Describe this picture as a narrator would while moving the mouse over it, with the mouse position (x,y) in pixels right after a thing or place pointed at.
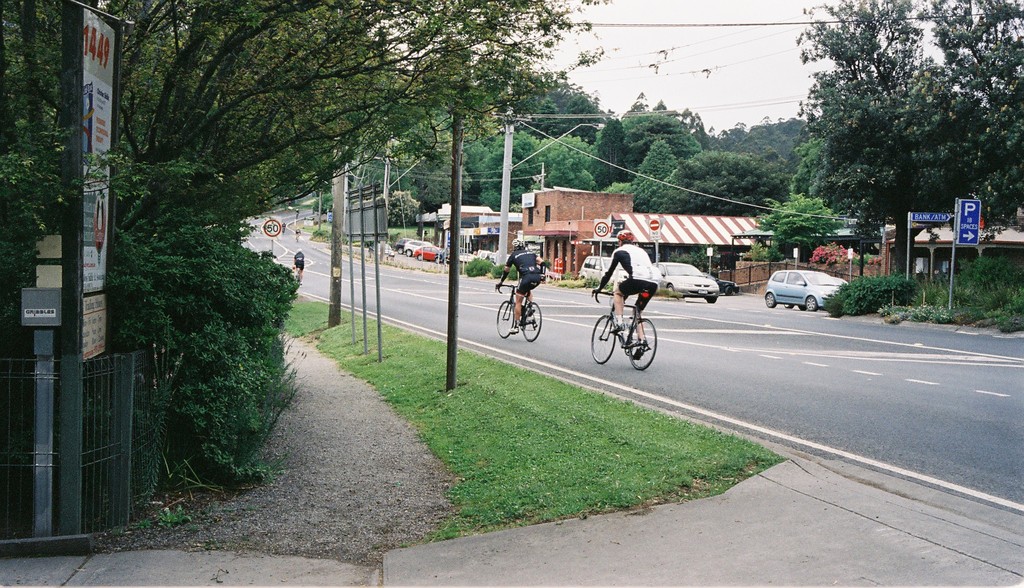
In the center of the image (615,265) there are two people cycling on the road (681,362). On the right side of the image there are cars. There are buildings (726,250). There are directional boards (964,216). On the left side of the image (70,300) there are poles (340,317). There is a metal fence (95,427). There are boards (90,306). On both right and left side of the image (231,187) there are trees (218,142). In the background of the image (718,56) there is sky (756,56). On the left side of the image (295,306) there is grass (607,452) on the surface (589,455).
